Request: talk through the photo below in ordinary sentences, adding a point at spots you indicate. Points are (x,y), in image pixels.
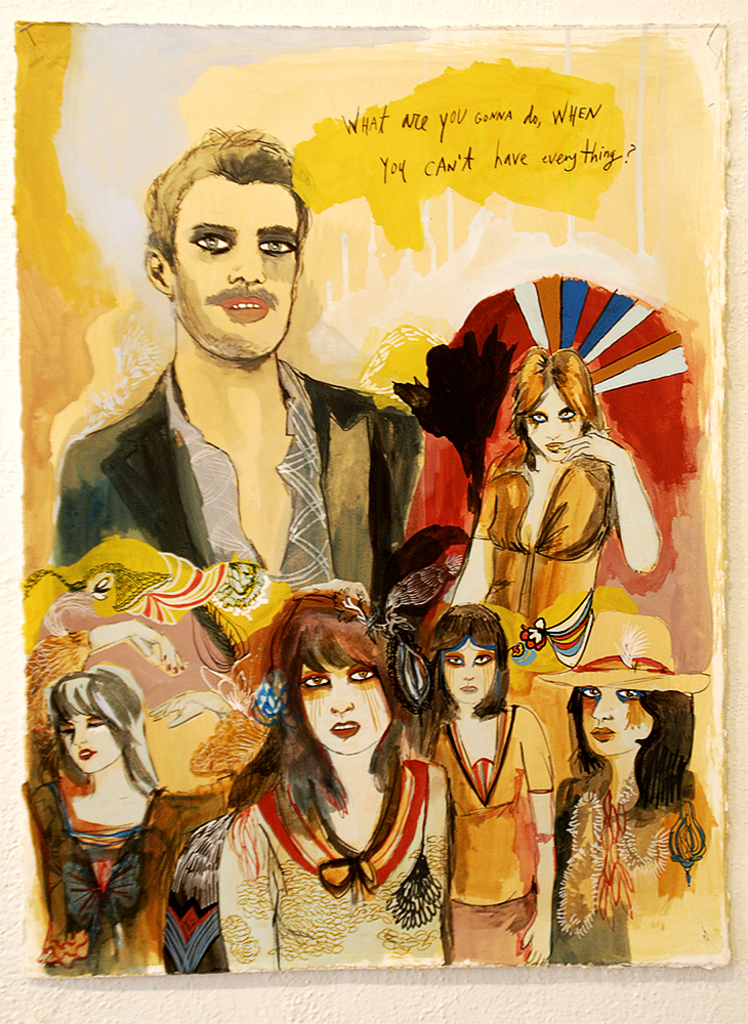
This picture is consists of a poster (343,34), in which there are people (354,666) those who are wearing costumes (84,892) in it.
